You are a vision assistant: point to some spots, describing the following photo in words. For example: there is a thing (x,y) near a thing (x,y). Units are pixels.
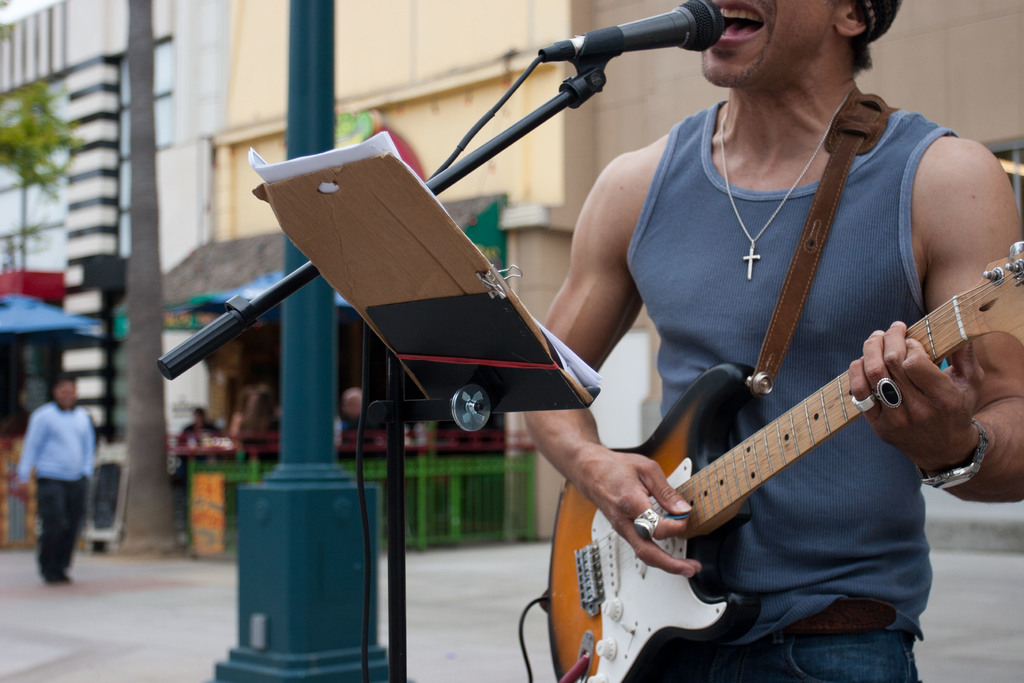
It is an open place (450,567). A person (878,530) is standing in the street (78,588) and playing guitar (710,539) and singing in the microphone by seeing in a paper (374,263) attached to the microphone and the left corner of the picture (55,583) a person (71,545) is walking and wearing blue shirt (62,470), behind him there are shops (254,384) and buildings (123,248) and trees (26,230). The person (742,175) who is singing at the right corner of the picture (824,545) is wearing a t-shirt (890,123) and cap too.
